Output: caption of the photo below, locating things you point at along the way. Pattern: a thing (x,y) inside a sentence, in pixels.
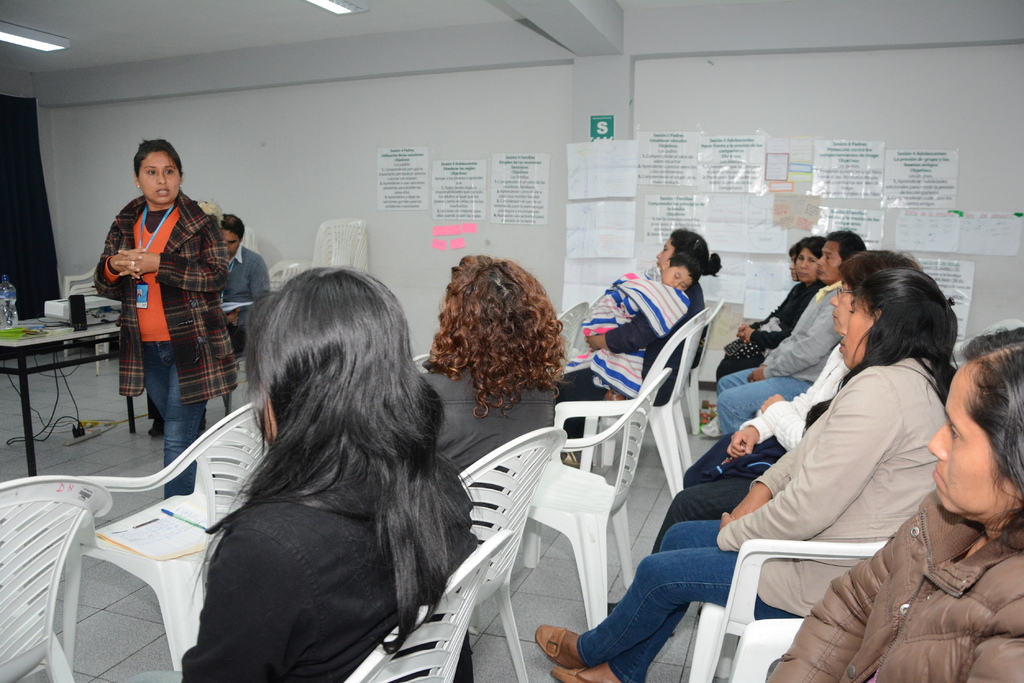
In this image there are some people (383,437) who are sitting on chairs (692,345) and one woman (641,321) is holding a baby (633,307), and on the left side (142,275) there is one woman (157,318) who is standing and it seems that she is talking. In the background (248,282) there is one man (244,264) who is sitting on chair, and beside him there is one table (32,369). On the table (31,345) there are some boxes (70,307), wires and one bottle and on the wall (1004,116) there are some posters (539,180). On the top (124,37) there is ceiling (142,37) and some lights (24,37).
